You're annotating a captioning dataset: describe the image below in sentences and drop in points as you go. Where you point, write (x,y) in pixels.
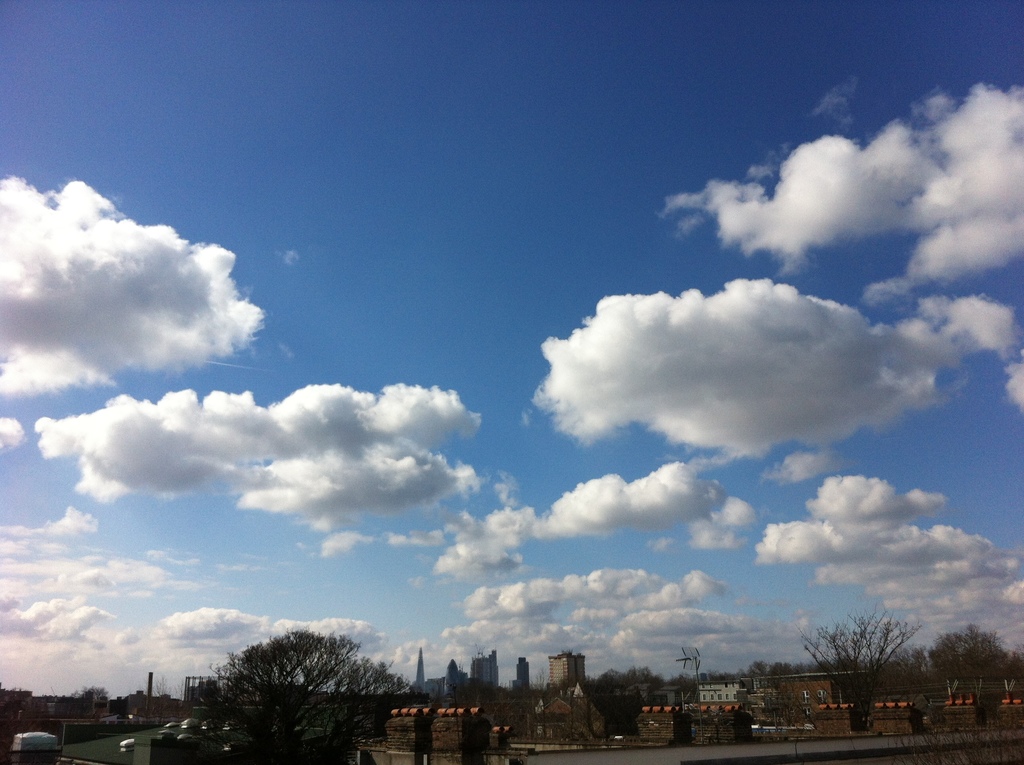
In this picture we can see trees (287,709), buildings (153,695) and some objects (842,707) and in the background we can see the sky (682,343) with clouds (431,465).
